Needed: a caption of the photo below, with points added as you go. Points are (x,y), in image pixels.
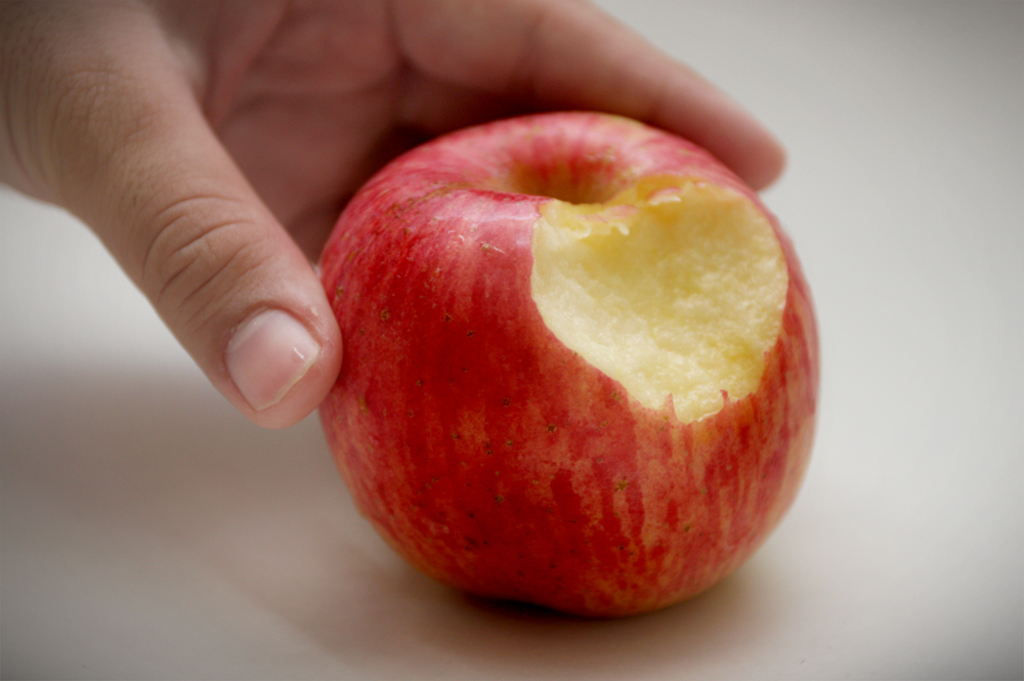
In this image I see a person's hand (715,150) who is holding an apple (472,296) which is of red and cream in color and I see that this apple (596,284) is on the white surface (947,652).
